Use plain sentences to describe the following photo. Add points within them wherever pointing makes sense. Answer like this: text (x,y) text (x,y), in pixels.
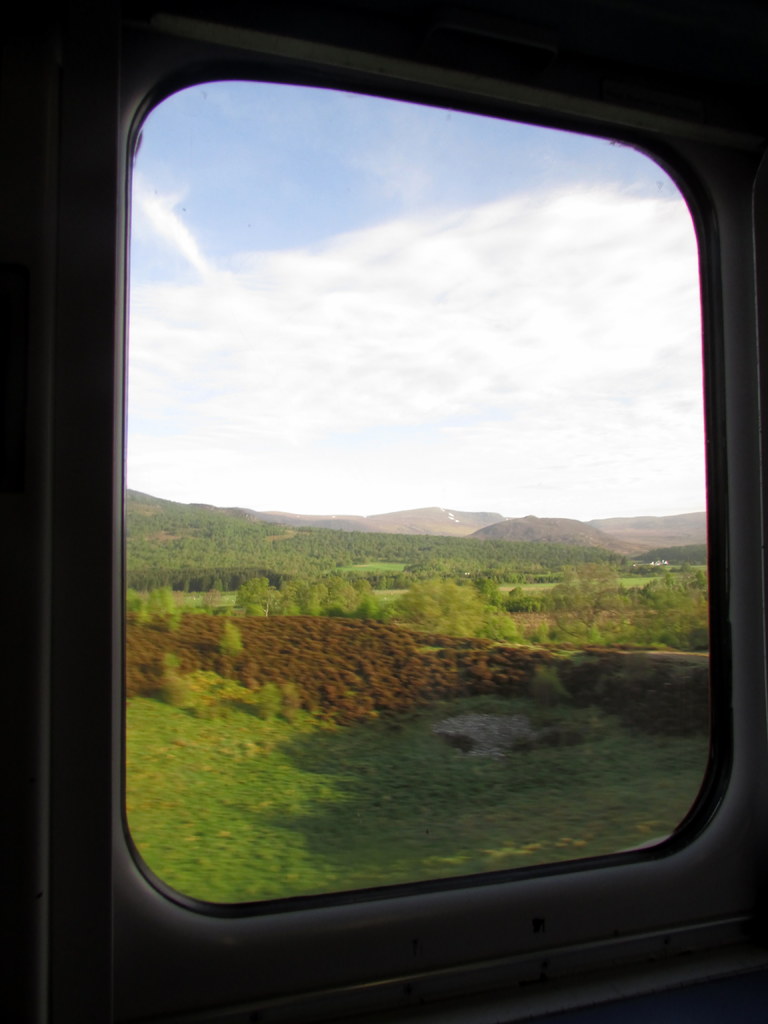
In this image we can see trees (310,556) and a sky (299,364) through this glass window (167,428).
